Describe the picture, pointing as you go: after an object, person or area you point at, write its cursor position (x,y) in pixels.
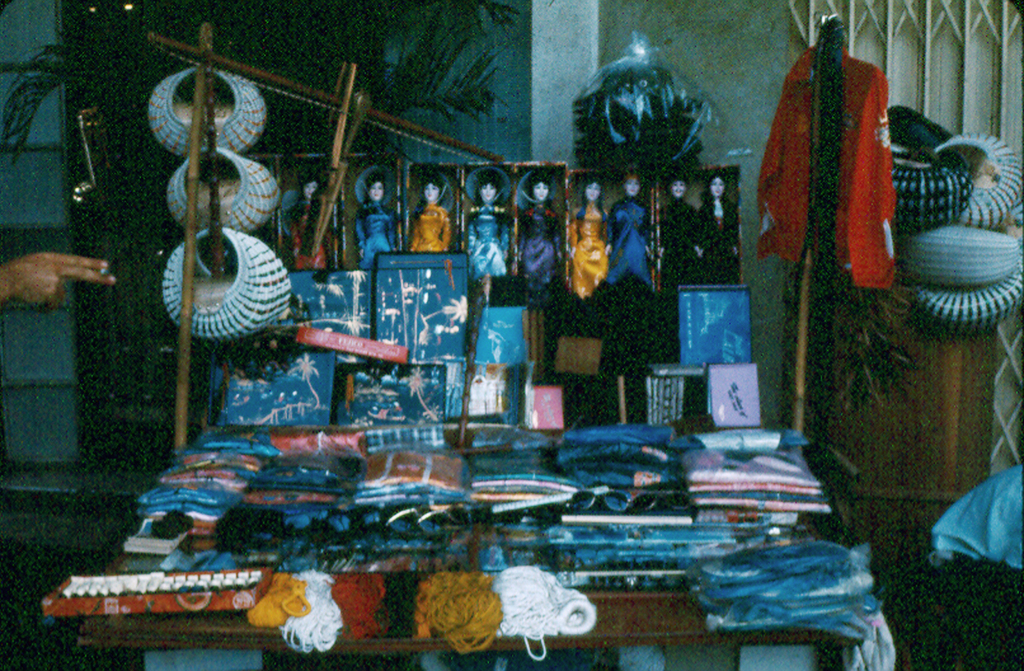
In this image I see number of clothes (625,439) and number of dolls (501,208) over here and I see the sticks (190,143) on which there are few things (772,239) and I see the plants (485,88) over here and I see the wall (760,53).
